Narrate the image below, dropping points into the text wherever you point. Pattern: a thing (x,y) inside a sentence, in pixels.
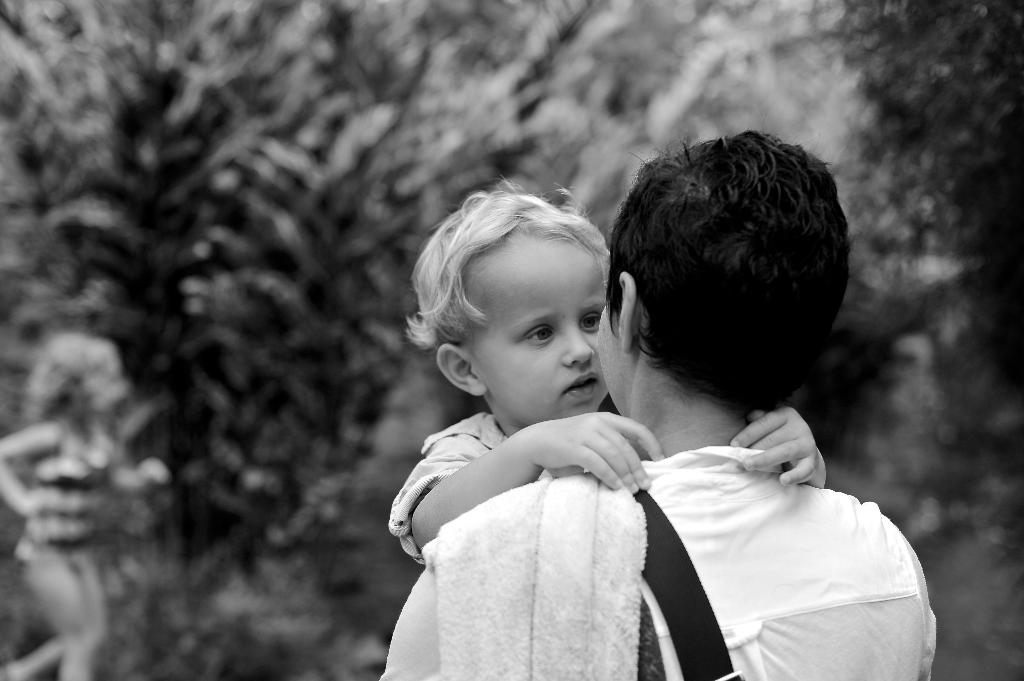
In this image in the middle (675,442) there is a person (731,404) wearing a shirt (735,597), cloth (633,596) and holding a baby (515,425). In the background (21,533) there are trees (202,132) and a girl (88,488).
